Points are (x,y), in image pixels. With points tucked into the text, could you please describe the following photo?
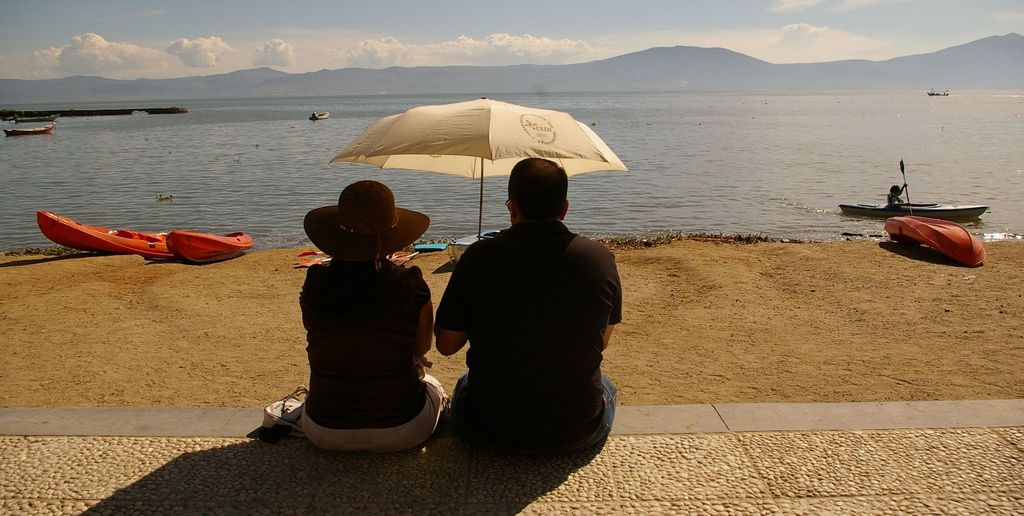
Here I can see a woman (348,241) and a man (539,318) are sitting facing towards the back side (552,284). The man (564,280) is sitting near an umbrella (463,144). In the background (379,171) there is an ocean (788,150). On the right (938,226) and left side of the image (152,238) there are few boats (208,248) on the ground (135,318). In the background (326,117) there are some more boats (908,206) on the water (776,201). On the right side (750,69) there are few hills (693,55). At the top of the image (324,26) I can see the sky (195,33) and clouds (104,42).
